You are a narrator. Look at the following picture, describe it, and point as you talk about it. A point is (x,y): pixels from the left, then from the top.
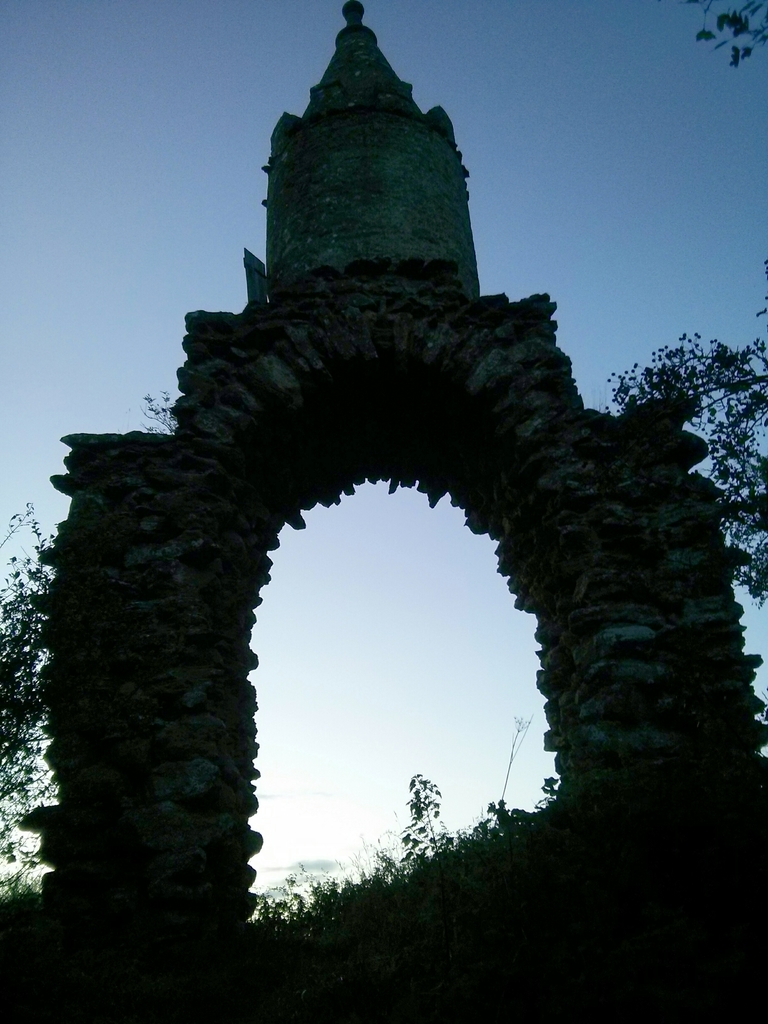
In the center of the image (298,473) there is an arch (657,620). In the background (743,407) we can see trees (691,409) and sky (248,28).
